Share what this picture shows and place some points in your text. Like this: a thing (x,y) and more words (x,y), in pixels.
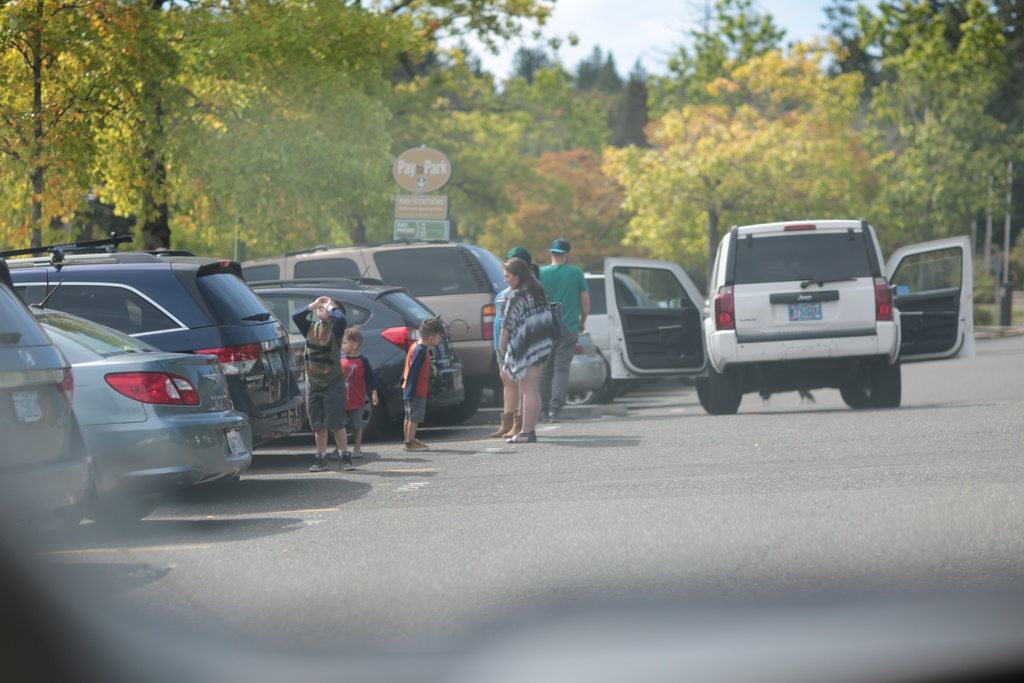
In this picture I can see some people (566,322) and children (341,310) who are standing near to the cars (461,366). On the right (935,337) I can see the car's doors (948,322) were opened. In the background (168,170) I can see the trees (605,224), plants (949,210), grass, and board (442,172). At the top (677,40) I can see the sky (633,30) and clouds (584,57).
